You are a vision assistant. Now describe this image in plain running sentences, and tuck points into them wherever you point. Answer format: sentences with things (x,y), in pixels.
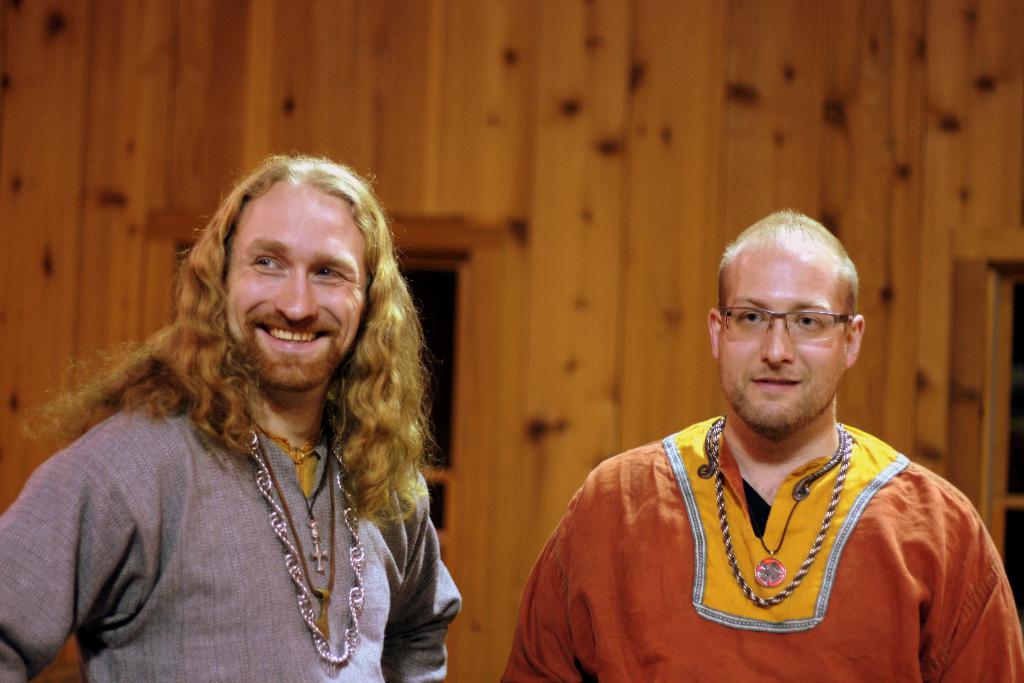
In this picture we can see two men (533,584) smiling, in the background (603,114) there is a wall (610,96), we can see window (449,329) here.
